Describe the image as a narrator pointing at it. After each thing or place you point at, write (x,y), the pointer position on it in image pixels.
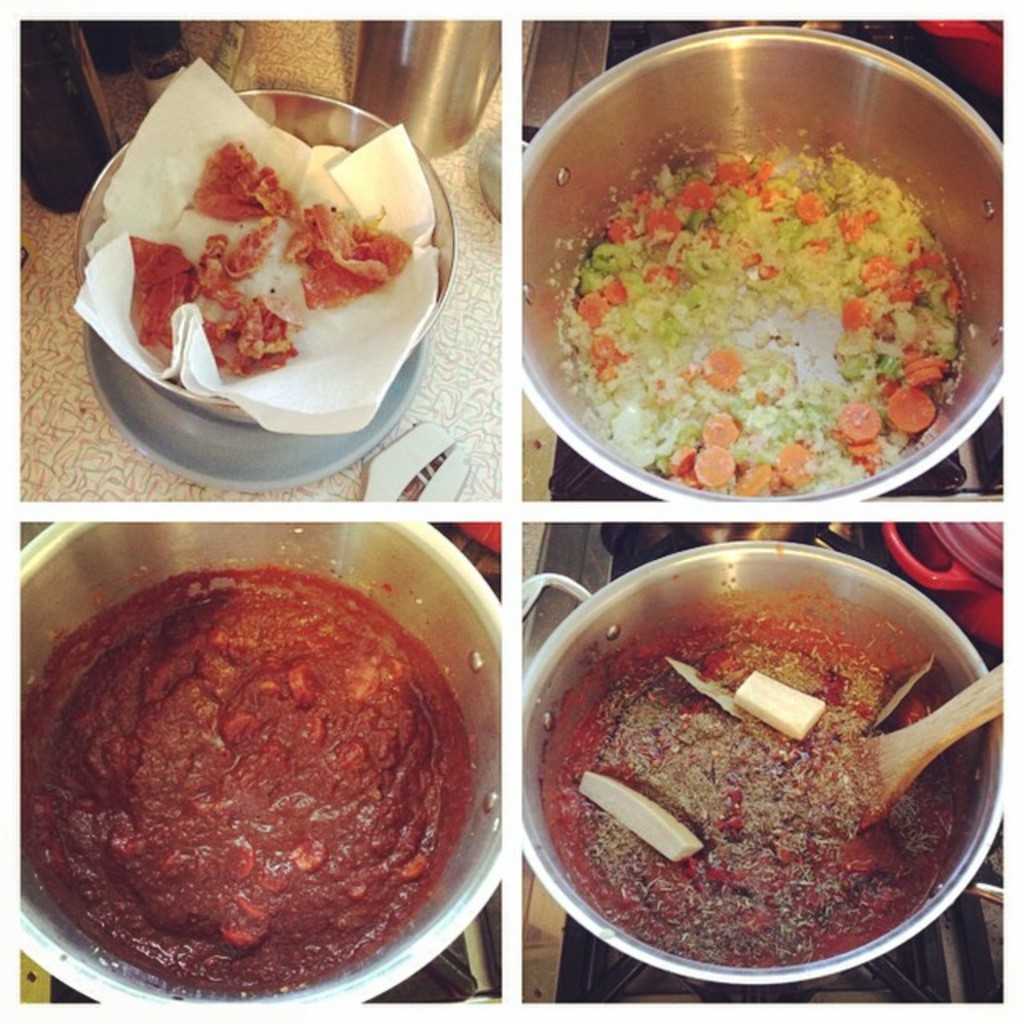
Here this is a collage image, in which on the left top side (246,341) we can see a plate (237,296) with food items (211,261) in it and on the right top side (784,161) we can see a bowl (787,167) with some carrots (744,167) and other things (762,312) present and on the left bottom side (240,943) we can see the bowl (445,596) filled with some paste (221,795) and on the right bottom side (860,690) we can see the curry (719,767) and a spoon (981,709) present.
